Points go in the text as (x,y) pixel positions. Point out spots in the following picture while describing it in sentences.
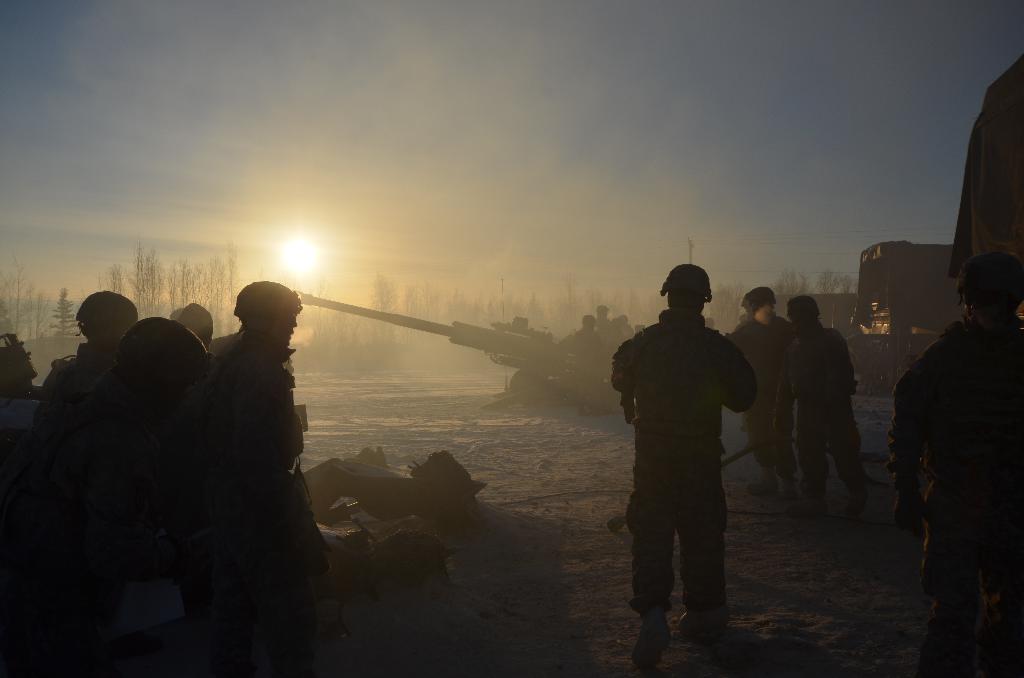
In this image we can see few people (687,428) standing on the ground (555,489), there is an object (467,340) looks like a tank (567,362) and a vehicle (879,328) and few objects (397,499) on the ground (517,489) and in the background (339,250) there are few trees (20,301) and the sky (641,158).
